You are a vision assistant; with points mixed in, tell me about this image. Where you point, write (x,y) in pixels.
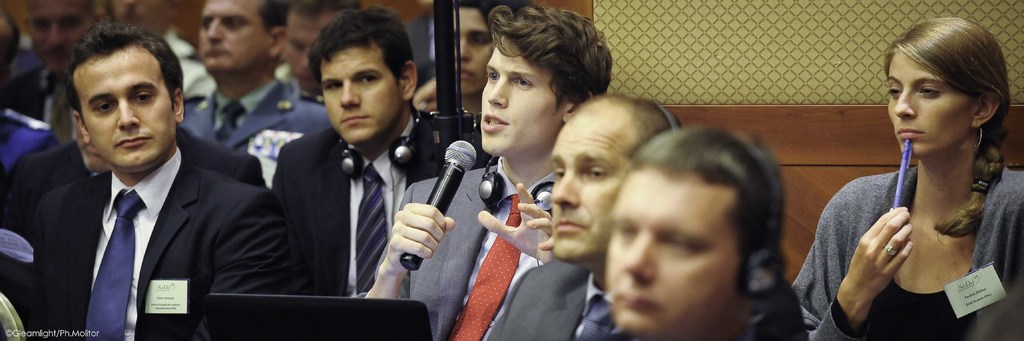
In this picture we can see there are groups of people (424,154) and a man (463,214) is holding a microphone (456,182) and explaining something and the woman (916,199) is holding a pen (894,198). Behind the people (616,172) it is looking like a wooden wall (773,109). On the image there is a watermark (44,333).
